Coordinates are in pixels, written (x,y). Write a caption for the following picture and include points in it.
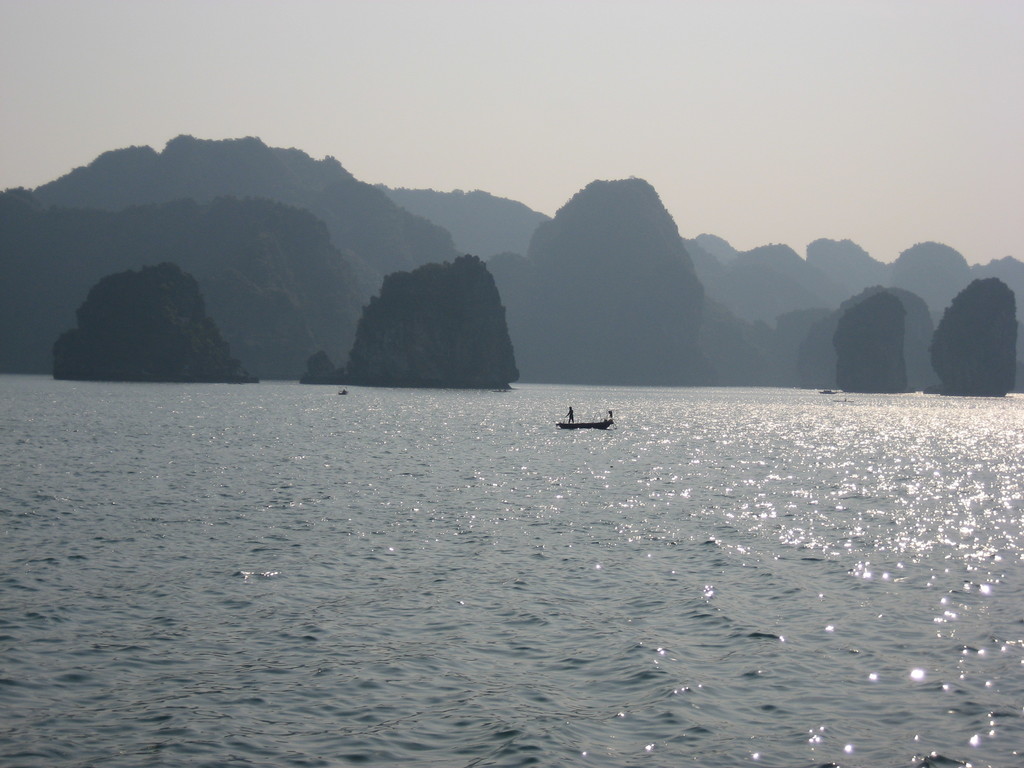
There is water (477,563). There is a boat (585,424) in the water (585,437). In the background (346,281) there are mountains (644,247) and sky (528,88).
